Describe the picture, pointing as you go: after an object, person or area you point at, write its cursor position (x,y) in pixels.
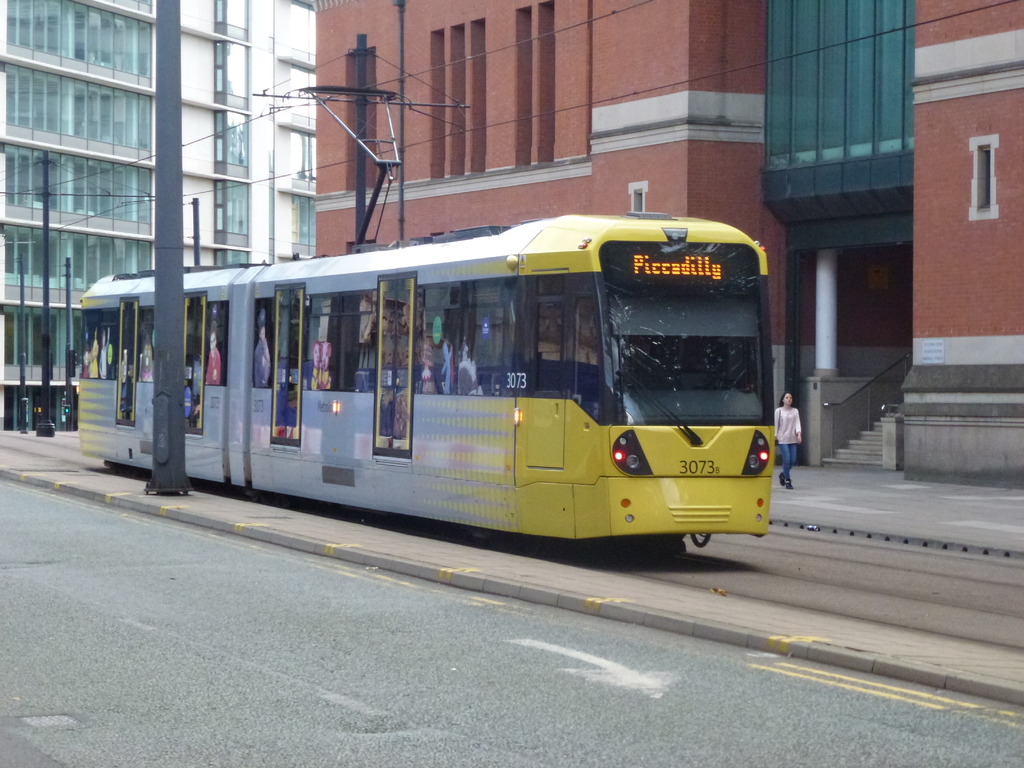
In this image we can see a train (500,358) placed on track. To the right side (782,442) we can see a woman (795,442) walking on the path (869,495). In the background (944,470) we can see a building (865,324) with staircase (835,459), group of poles (157,250).
